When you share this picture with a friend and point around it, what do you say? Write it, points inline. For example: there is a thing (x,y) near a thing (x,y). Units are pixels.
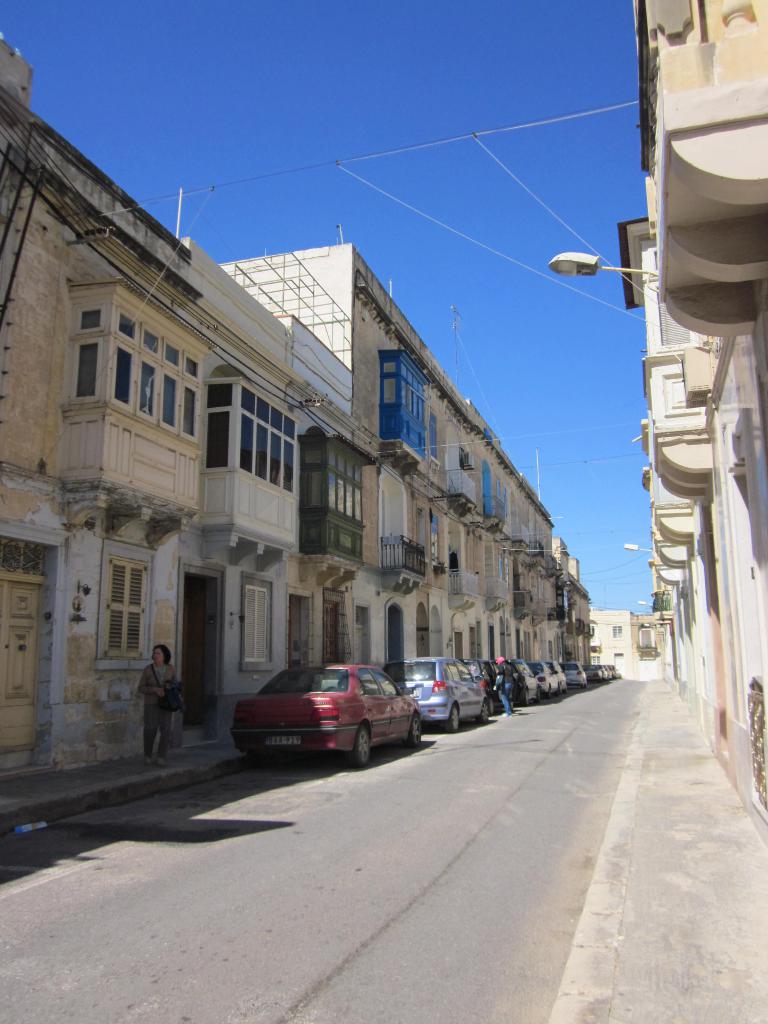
In this image there are buildings (723,448) and we can see cars (548,690) on the road (540,740). There are people (148,746). In the background (296,122) there is sky (401,261).
